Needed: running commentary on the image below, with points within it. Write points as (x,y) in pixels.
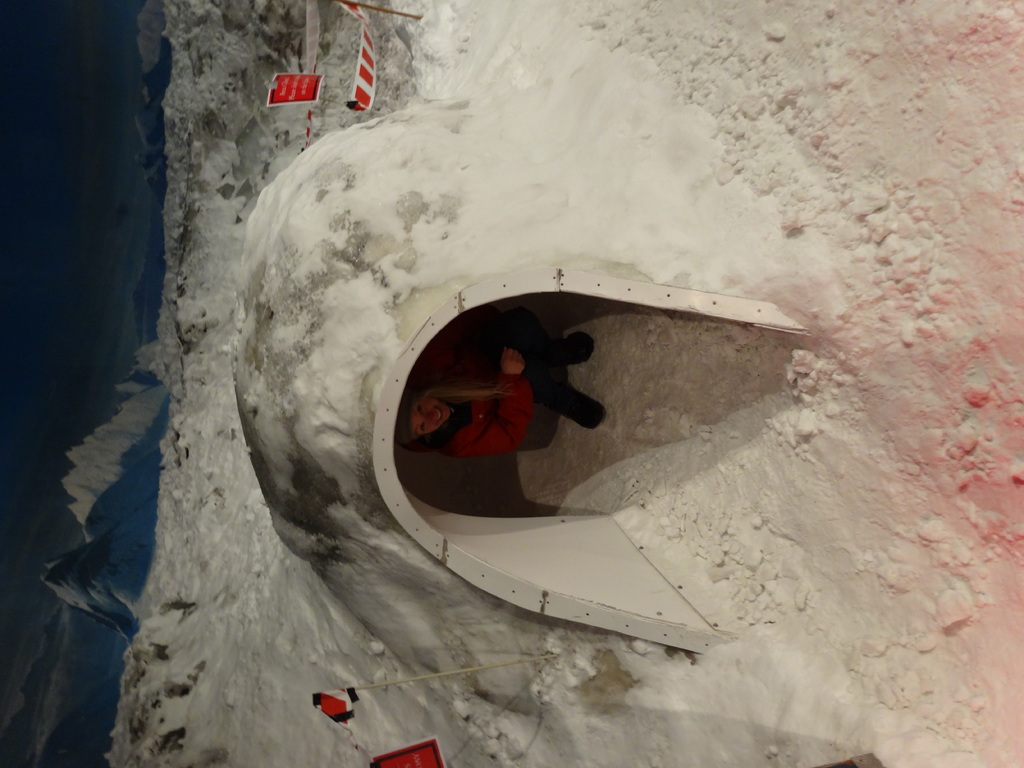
In this image, we can see a person (493,416) is there inside the igloo (419,470). She is smiling and watching. At the top (312,48) and bottom of the image (366,762), we can see banners (414,760) and sticks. Left side of the image (151,306), we can see hills (105,488).
